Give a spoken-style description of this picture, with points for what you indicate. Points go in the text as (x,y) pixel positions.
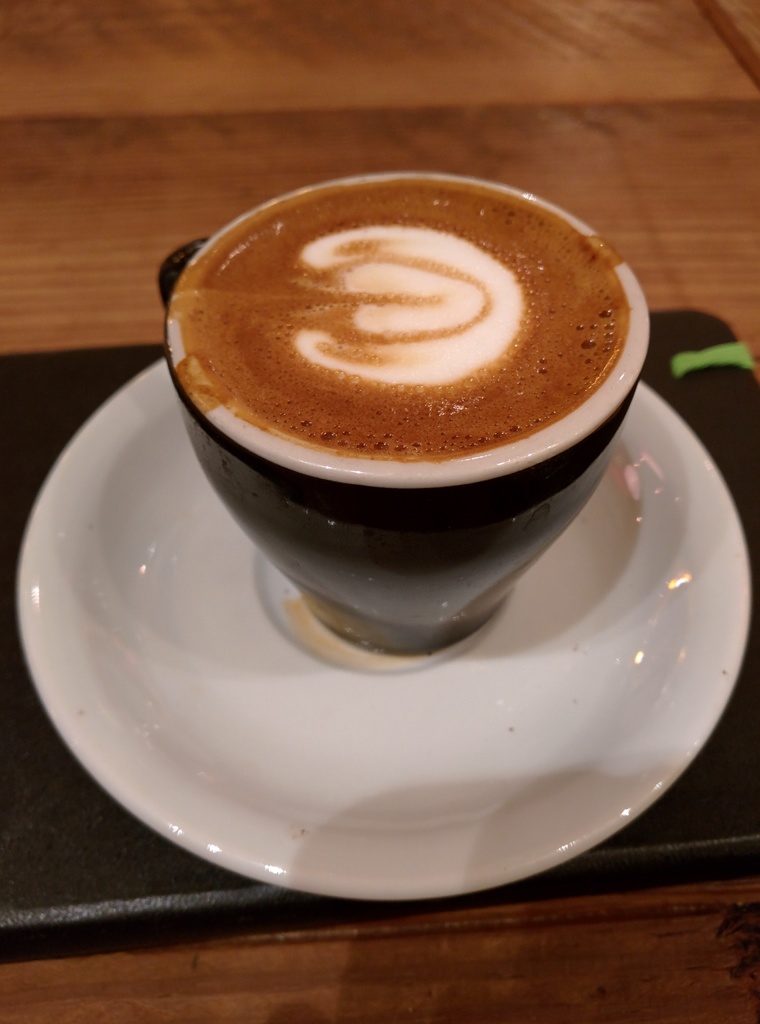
There is a cup of coffee (335,388) on a saucer (138,473) in the center of the image (384,662). It seems to be a tray (48,848) under the saucer (398,685).
